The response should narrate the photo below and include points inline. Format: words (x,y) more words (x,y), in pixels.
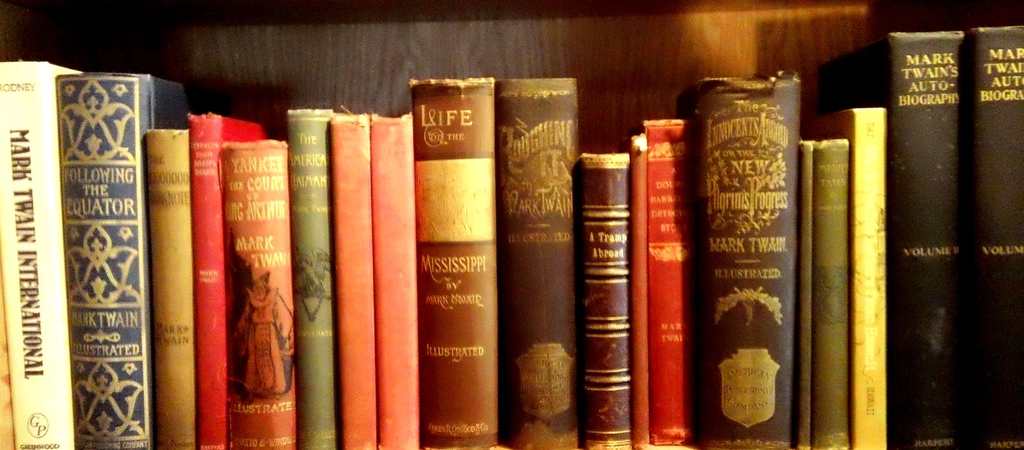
In this image, we can see some objects (760,206) like books (910,208) with text (608,235) and images (250,367). In the background (308,75), we can see the wooden wall (338,66).
